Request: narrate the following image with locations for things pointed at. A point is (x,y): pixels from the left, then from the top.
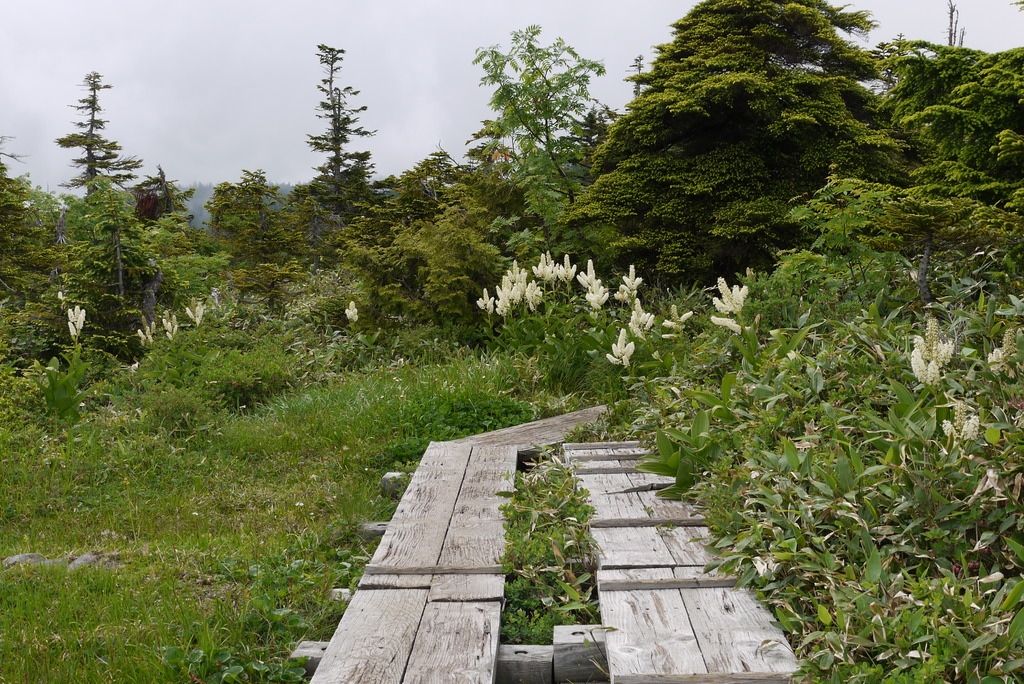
This picture might be taken from outside of the city. In this image, we can see a wood bridge (594,651). On the right side (958,303), we can see some trees (967,115) and plants (947,401) with some flowers (955,436). On the left side (84,254), we can also see some trees (173,296) and plants (102,392) with some flowers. In the background (197,215), we can also see some trees (855,177). On the top (74,6), we can see a sky (1008,9).
